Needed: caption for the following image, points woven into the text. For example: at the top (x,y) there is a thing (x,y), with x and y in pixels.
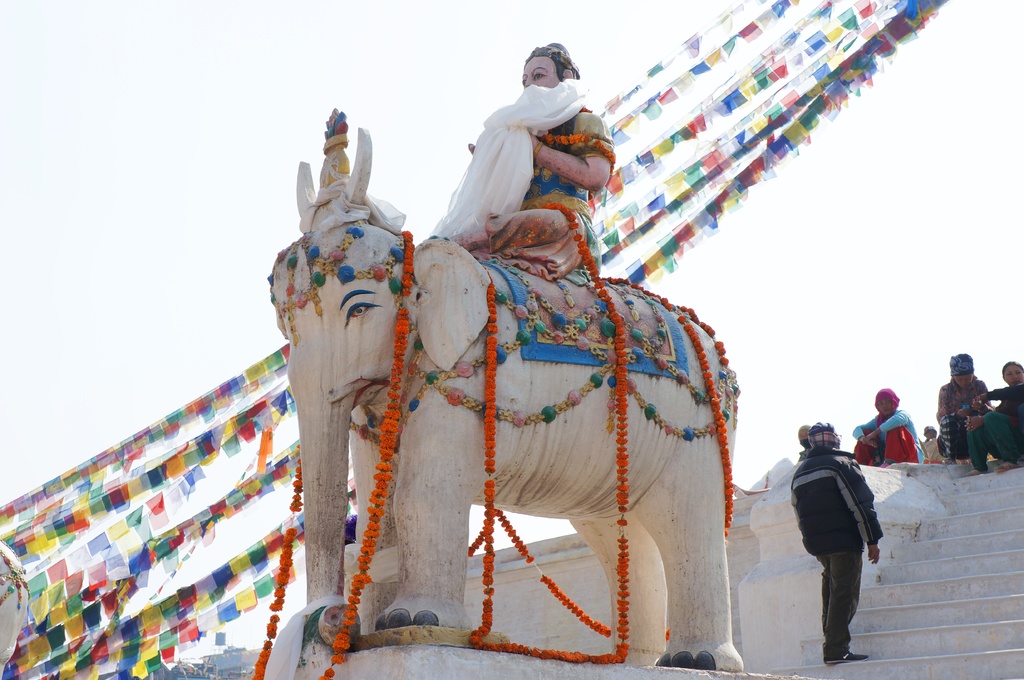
In this image in the center (590,237) there is one statue (638,428), and on the right side (868,534) there are some persons (1008,422) staircase (944,486). In the background (201,520) there are some flags (201,520) and in the center (389,436) there are some garlands (286,534), at the top of the image (161,161) there is sky (76,218).
